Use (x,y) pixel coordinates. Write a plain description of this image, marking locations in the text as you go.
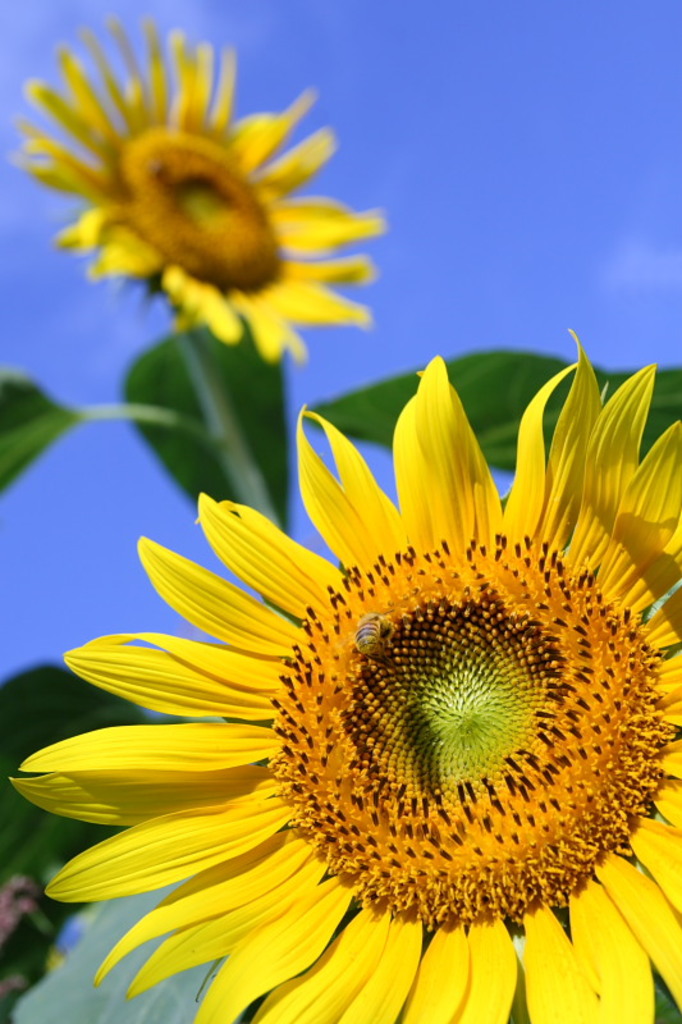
In this image, I can see two sunflowers (417,777) and the leaves (258,421). The background (331,49) looks blue in color. It looks like a small insect (383,652) on a sunflower (387,676).
